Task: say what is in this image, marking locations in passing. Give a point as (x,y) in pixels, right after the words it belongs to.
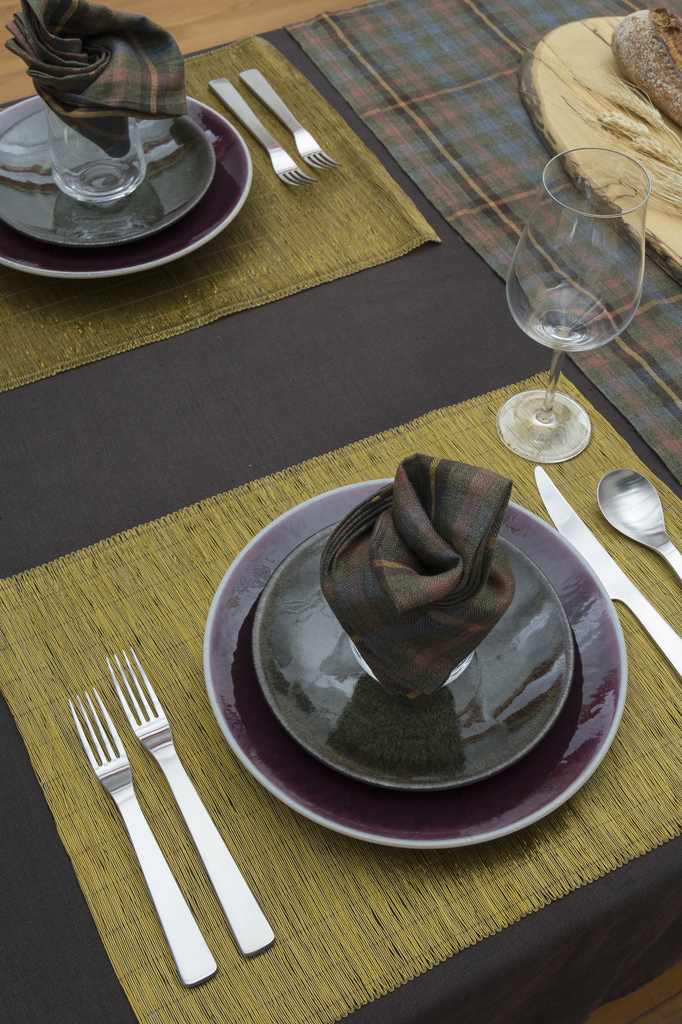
In this image there is one table (6,734), on the table (77,890) there are plates (326,499), spoons (656,507), glasses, forks (188,785) and kerchiefs (425,671). In the background (190,30) there is wooden floor (243,16).
